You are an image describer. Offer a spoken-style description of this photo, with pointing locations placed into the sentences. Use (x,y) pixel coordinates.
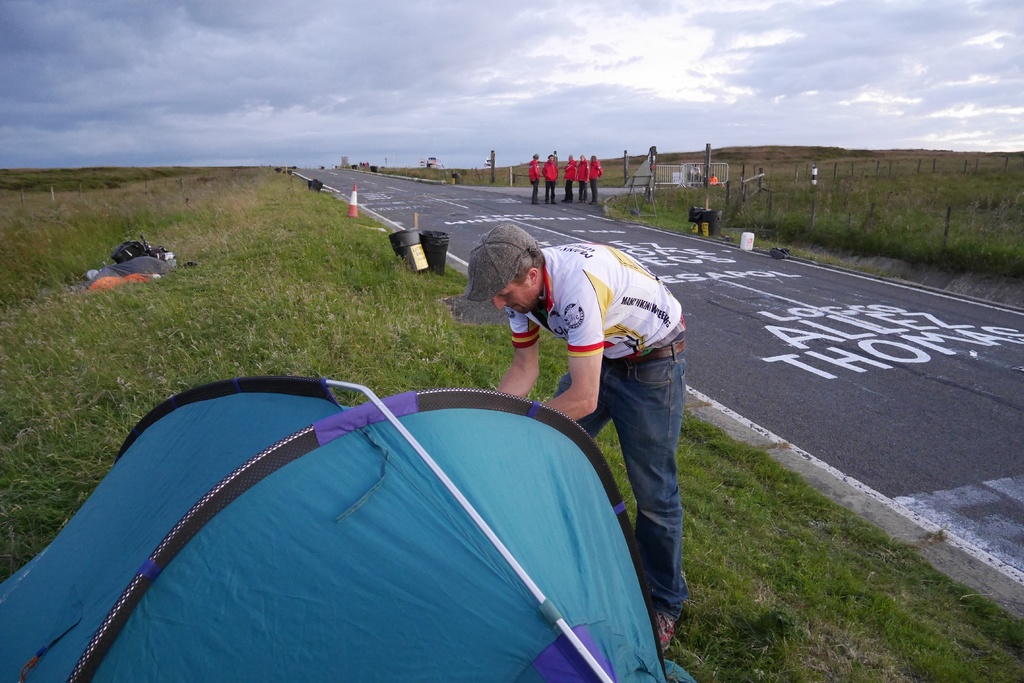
In this picture I can see group of people (583,169) are standing. This person (583,362) is wearing a cap (495,258), t-shirt (627,335) and jeans (655,490). Here I can see white lines (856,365) and something written on the road (690,287). In the background (273,287) I can see grass (244,266), traffic cones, poles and the sky (323,111). I can see some other objects (417,244) over here.
